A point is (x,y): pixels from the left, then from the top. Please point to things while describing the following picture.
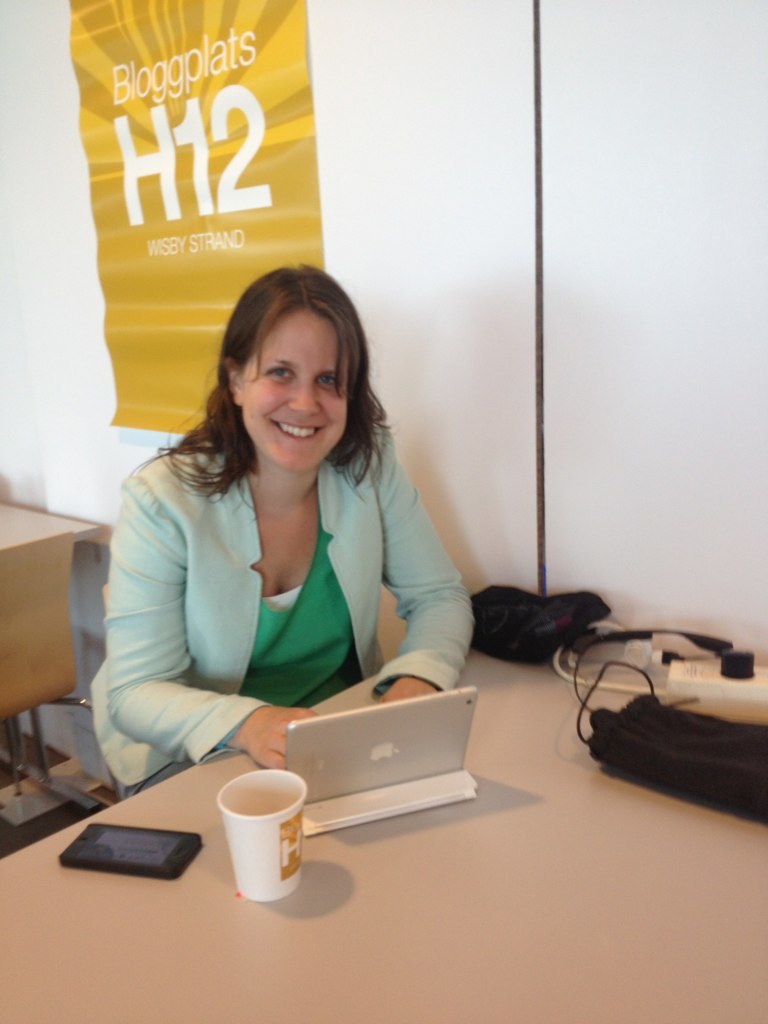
In this picture there is a women (212,657) wearing a green color coat (200,583), sitting on the chair (102,768), smiling and giving a pose into the camera. On the front table (95,939) there is a laptop (362,793), coffee cup (258,868), mobile phone (174,837), extension box (720,688) and some cables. Behind there is a white color wall (70,173) and yellow color banner poster (242,276).
